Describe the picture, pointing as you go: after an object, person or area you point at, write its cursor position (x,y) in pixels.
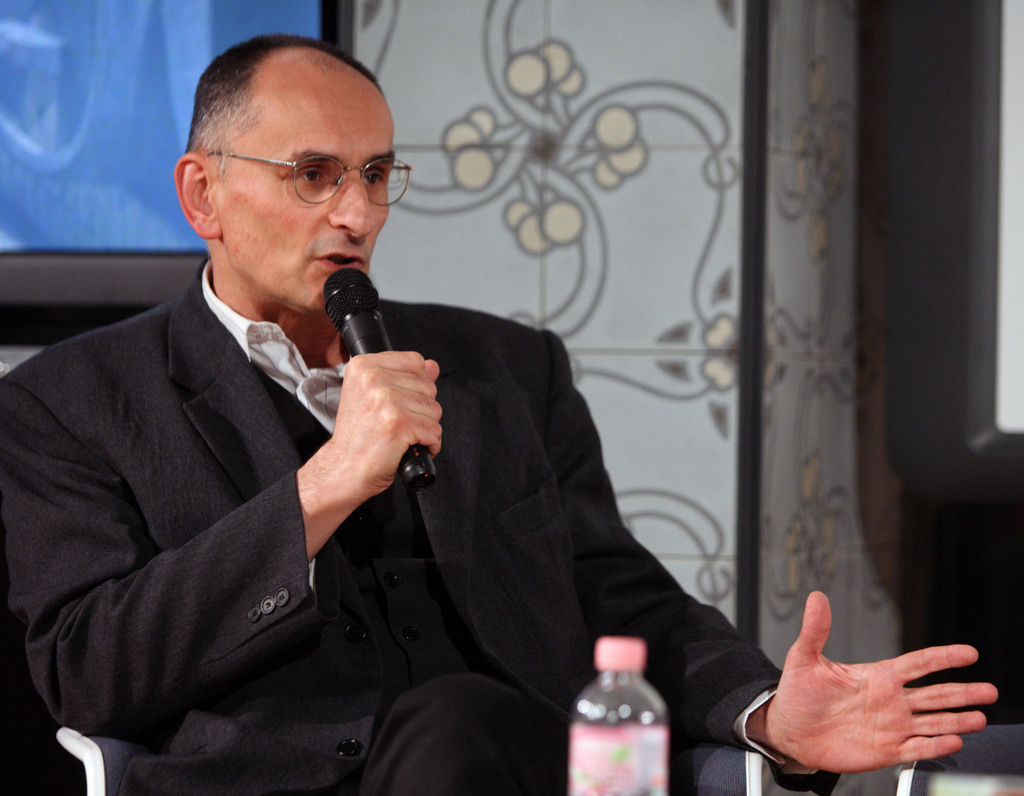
A person (282,416) is sitting and talking on the microphone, in front of him there is a bottle (586,686), behind him there is a screen (153,142).
